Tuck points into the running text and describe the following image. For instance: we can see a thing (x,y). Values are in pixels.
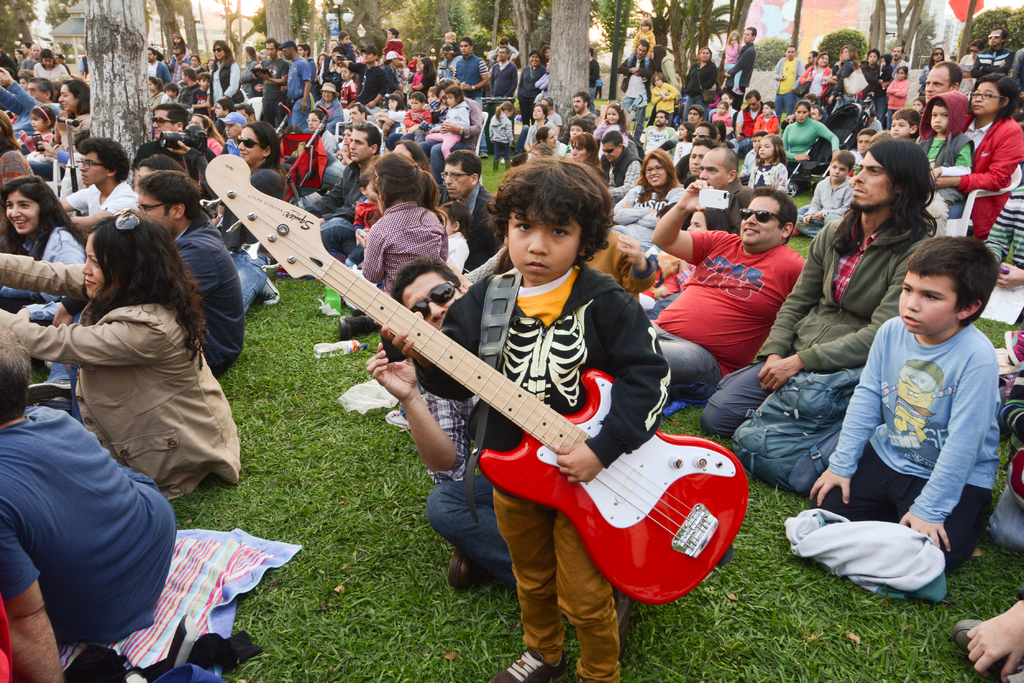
In this image there are group of people (153,202) who is sitting and some of them are standing on the background (870,62). In the middle of the image (569,333) there is one boy (540,564) who is holding a guitar (542,441) and in the background (280,20) there are some trees (368,8). On the left side (79,22) there is one house (64,37) and there is some grass (343,550) on the right side (922,501) there is one boy (912,427) who is sitting and beside that boy (916,312) one man (823,310) is sitting and he is holding a bag (812,397). Beside that man (825,273) another man (722,279) is sitting and smiling and he is holding a phone (702,201) on the grass (328,360) there is one bottle (334,349).
